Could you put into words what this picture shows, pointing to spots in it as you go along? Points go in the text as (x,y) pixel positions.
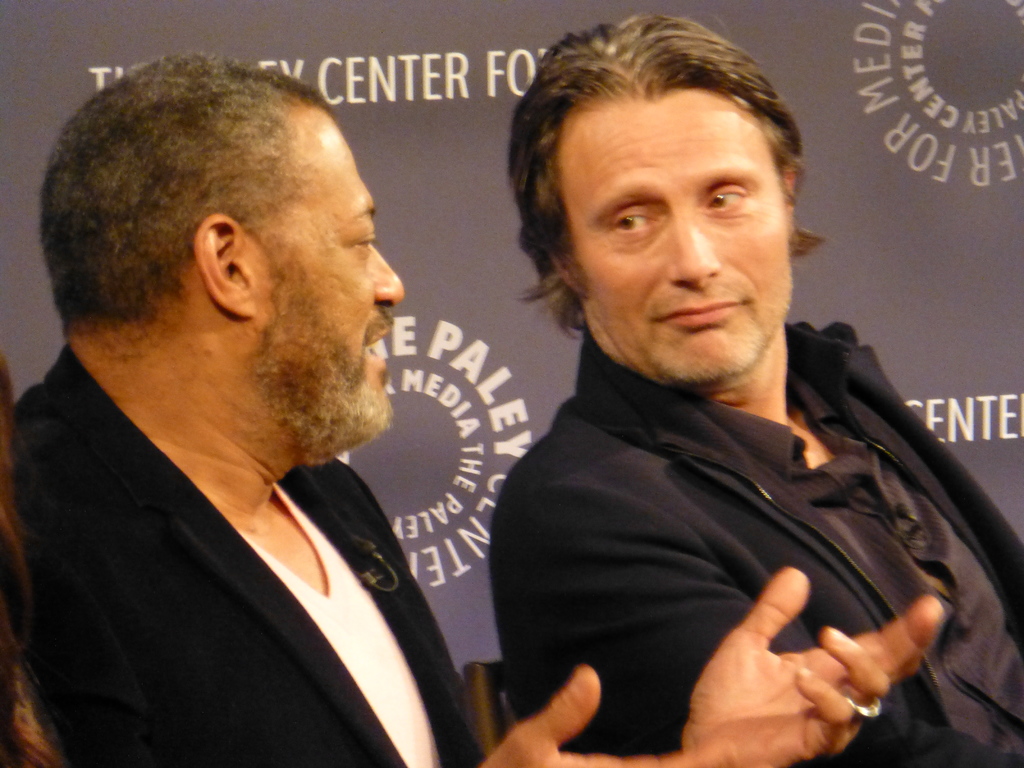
There are two people (673,481) sitting and this man (361,562) talking. In the background (859,51) we can see banner (499,51).
